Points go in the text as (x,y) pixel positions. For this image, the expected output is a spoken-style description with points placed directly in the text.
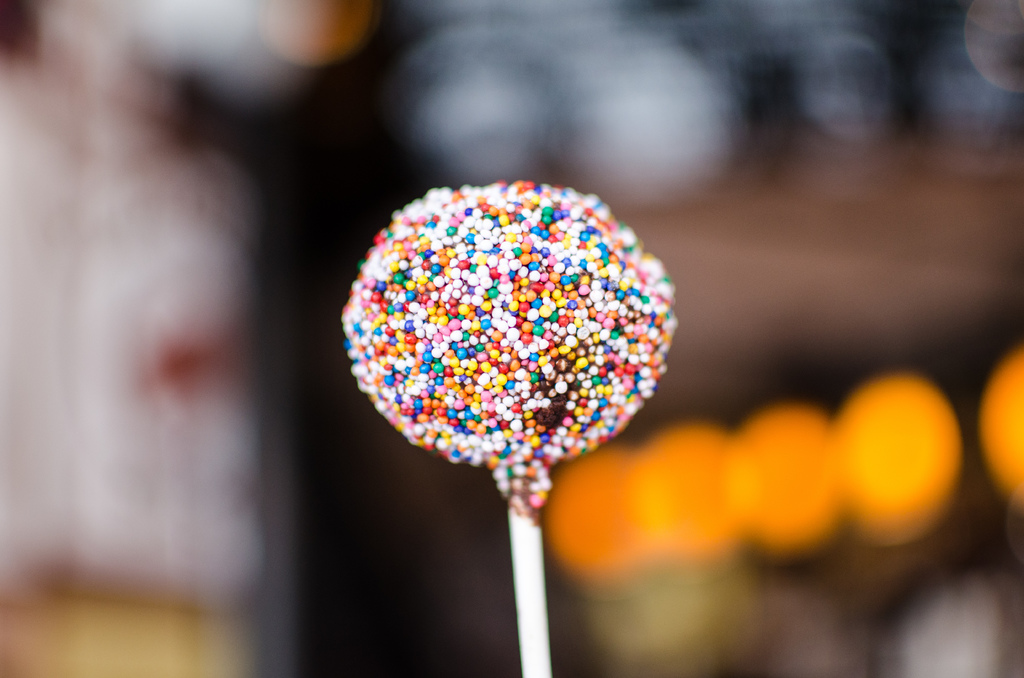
In this image, we can see a sweet candy (555,363) on blur background.
